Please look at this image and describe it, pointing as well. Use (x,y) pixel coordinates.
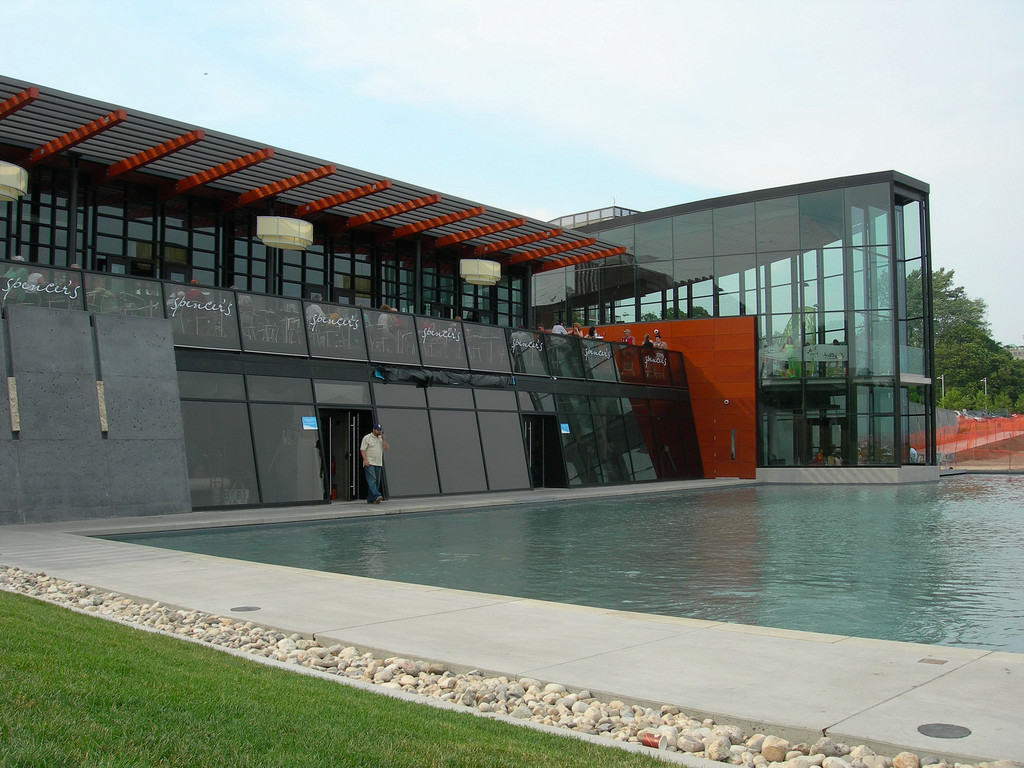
In this image, we can see a building (377,333) and there is a person (378,478) standing. In the background (956,302), there are trees (945,372), poles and there is a fence (940,437). At the bottom (657,549), there is water (547,574) and ground (166,686). At the top (522,68), there is sky (429,61).
